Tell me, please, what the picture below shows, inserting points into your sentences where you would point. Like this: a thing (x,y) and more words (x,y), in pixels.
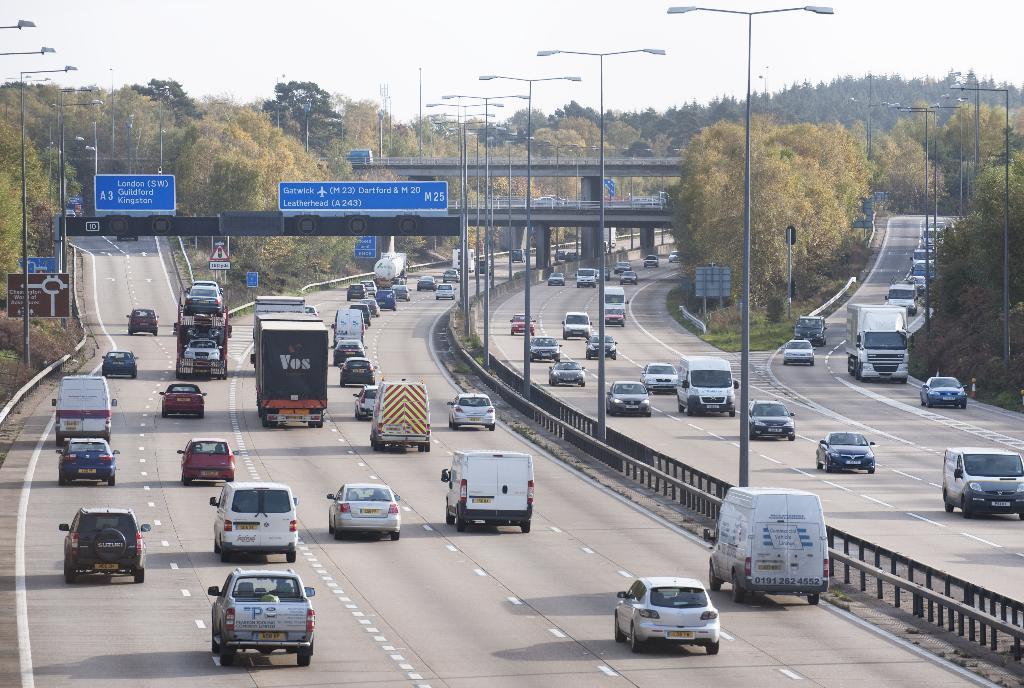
In this picture we can see the sky (734,69), trees (686,139), bridge (681,161). We can see vehicles (969,451) on the road (823,407), lights (650,47), poles (602,169), blue color boards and other boards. There is a railing (626,446) in the middle of the road (537,307).
